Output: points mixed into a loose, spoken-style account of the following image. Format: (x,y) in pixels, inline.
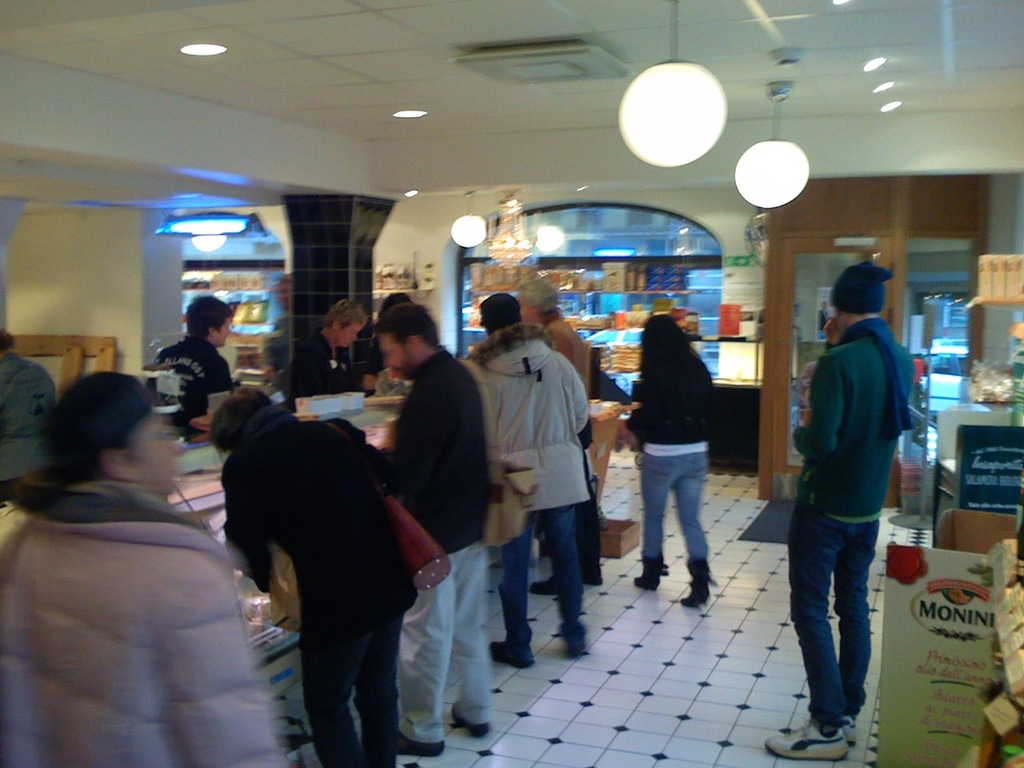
In this image I can see number of persons (363,528) wearing jackets (639,430) are standing on the surface (701,657) which is white in color and in the background (193,315) I can see few other persons (179,353) standing, the ceiling (335,16), few lamps (761,184), few lights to the ceiling (366,54), the brown colored door (812,244) and few other objects (483,274).
